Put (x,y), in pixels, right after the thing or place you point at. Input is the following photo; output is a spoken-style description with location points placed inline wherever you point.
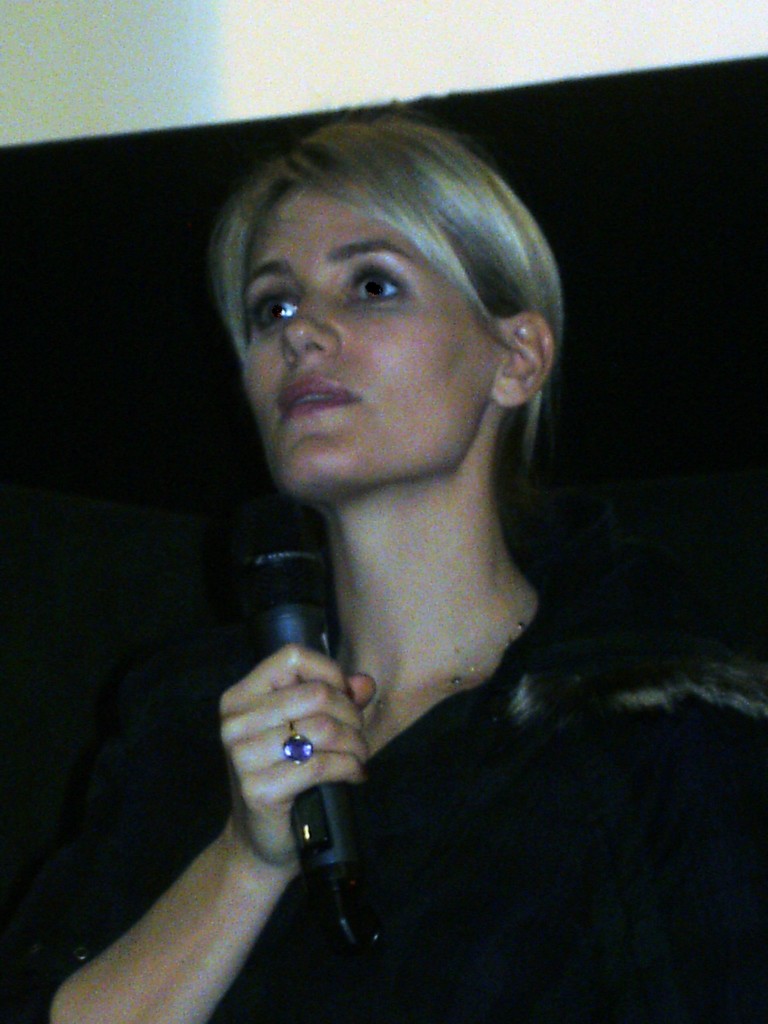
In this image I can see a woman (378,579) holding the mic (255,558). At the background (682,181) it was black.
